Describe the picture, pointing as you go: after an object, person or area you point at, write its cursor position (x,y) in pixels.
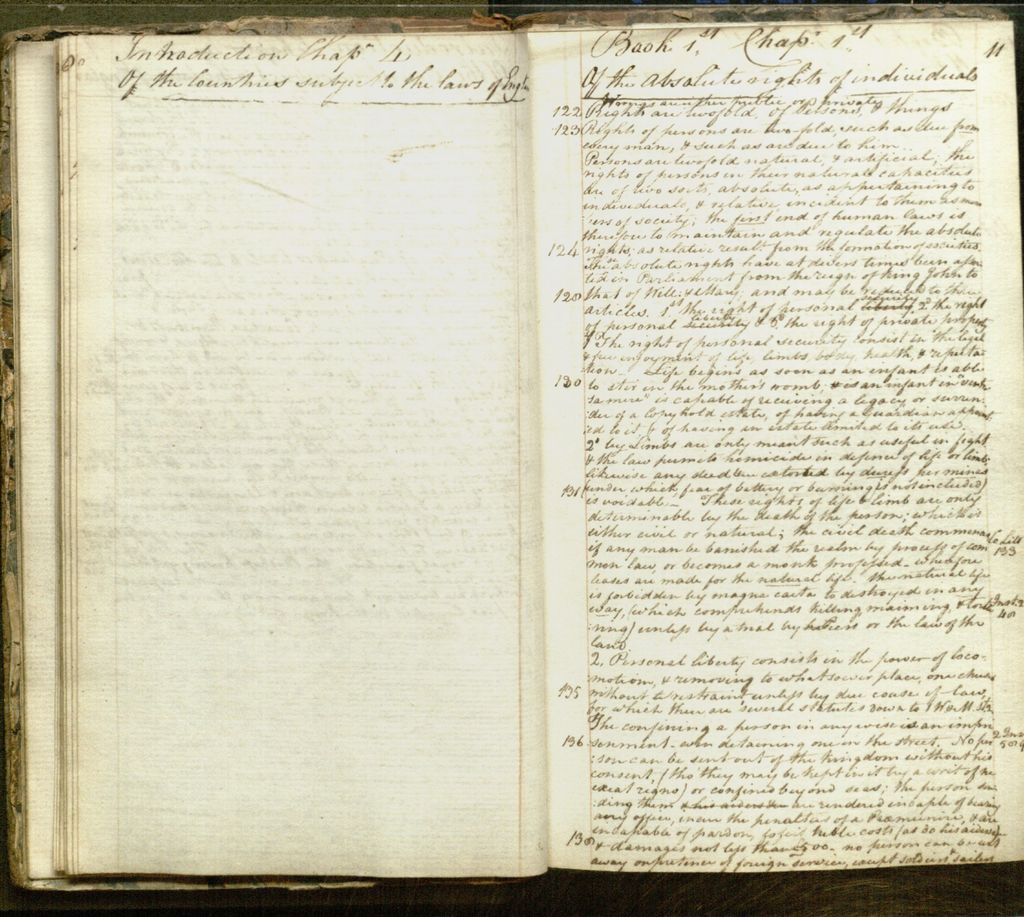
In this image I can see a book (521,477) and I can see the pages (411,376) of the book (367,342) are cream in color and something is written in the book (755,412) with black color.
